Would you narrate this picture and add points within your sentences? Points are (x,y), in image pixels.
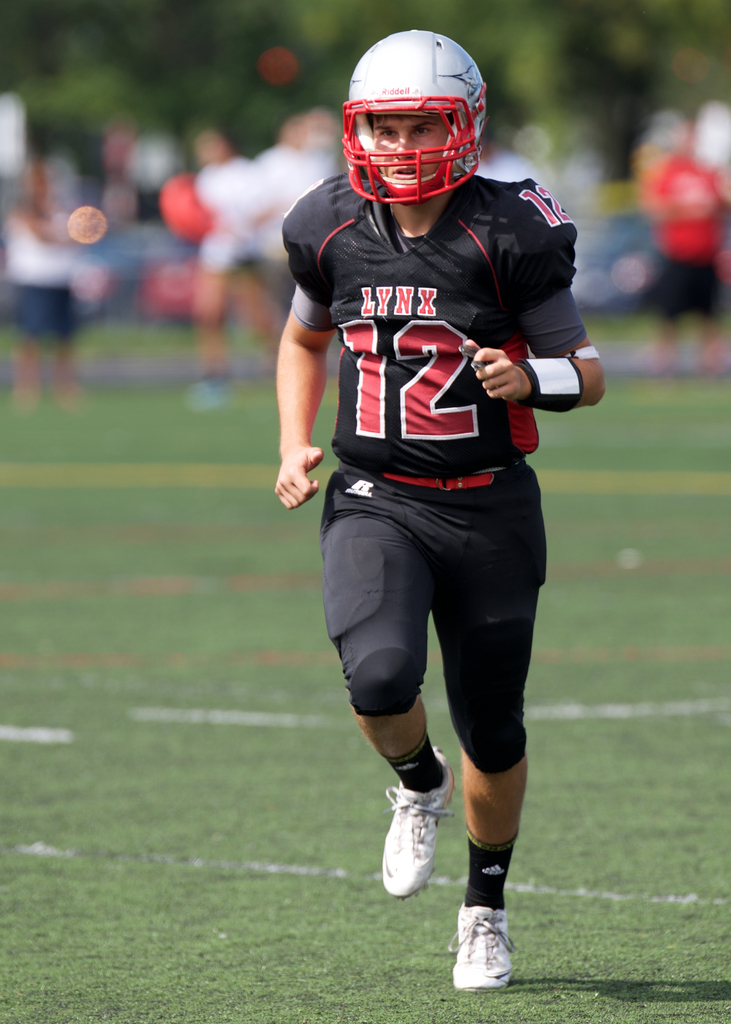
In this picture I can see a person (382,471) with sports jersey (414,442) and helmet (438,140). I can see green grass (446,723).
